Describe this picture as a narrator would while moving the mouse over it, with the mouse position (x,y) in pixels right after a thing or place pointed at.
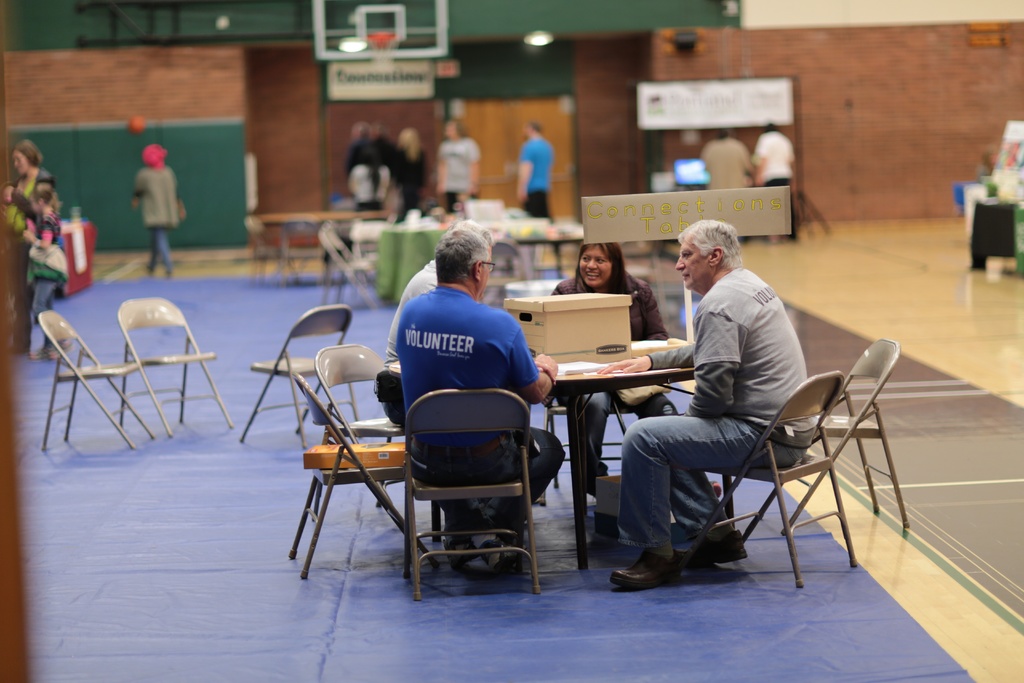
The picture is from a basketball court (103,269). In the foreground of the picture (577,461) there are four people (585,281) seated in chairs (745,463) around the table (563,378), on the table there is a box (541,329). In the picture there are many chairs (292,366) and tables (440,234). In the background (678,172) there is a desktop (692,173). In the top of the background (82,73) there is a brick wall (863,71) and a basket (410,52). In the background (450,179) there are many people (362,154) walking. Floor (223,566) is covered with blue color mat (250,638).
